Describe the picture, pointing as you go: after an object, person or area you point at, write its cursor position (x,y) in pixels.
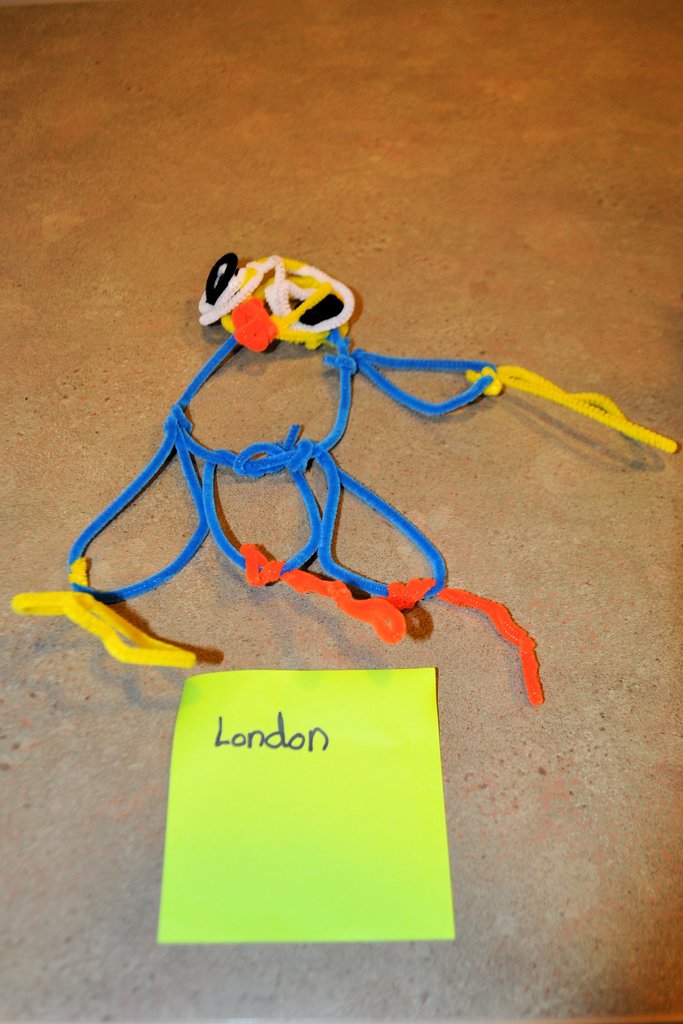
In the center of the image (344,369) we can see one toy (317,519), made with different color velvet threads (318,444). And we can see one light green color paper (347,797). On the paper (364,809), it is written as "London".
